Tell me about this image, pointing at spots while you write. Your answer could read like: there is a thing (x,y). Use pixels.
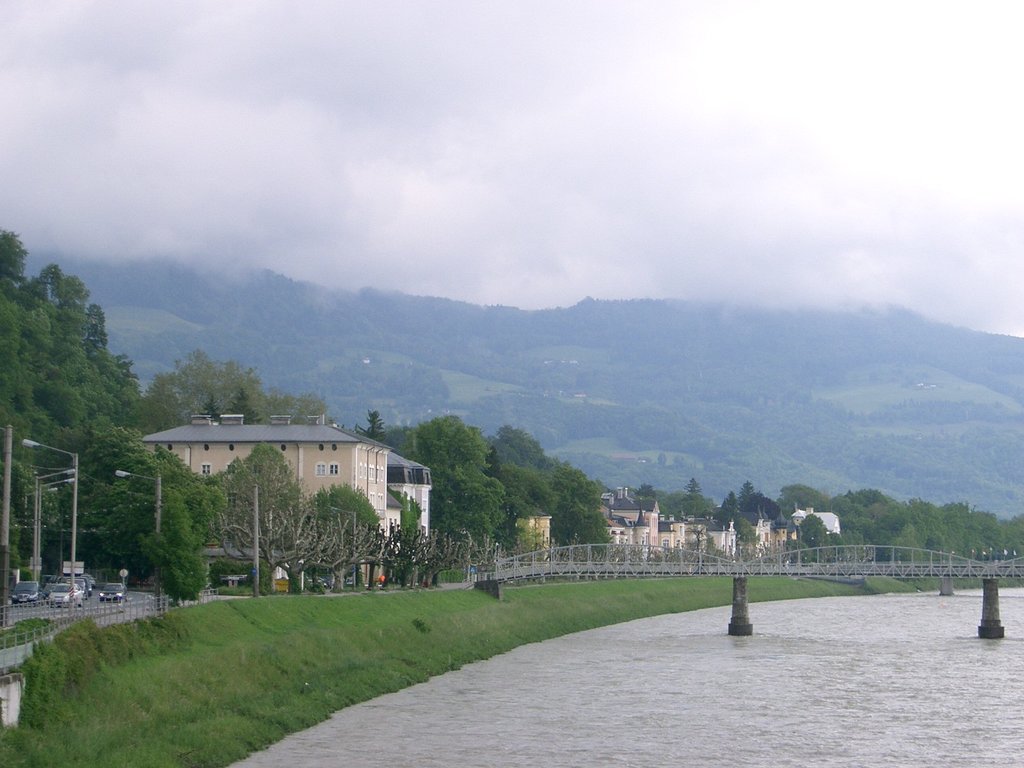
In this image there are buildings (219,459) and trees (514,536). At the bottom (714,681) there is water (766,683) and we can see a bridge (953,555). On the left (35,596) there are vehicles (23,581) on the road (66,615). We can see poles (11,435). In the background (436,378) there are hills (406,358) and sky (619,174).
